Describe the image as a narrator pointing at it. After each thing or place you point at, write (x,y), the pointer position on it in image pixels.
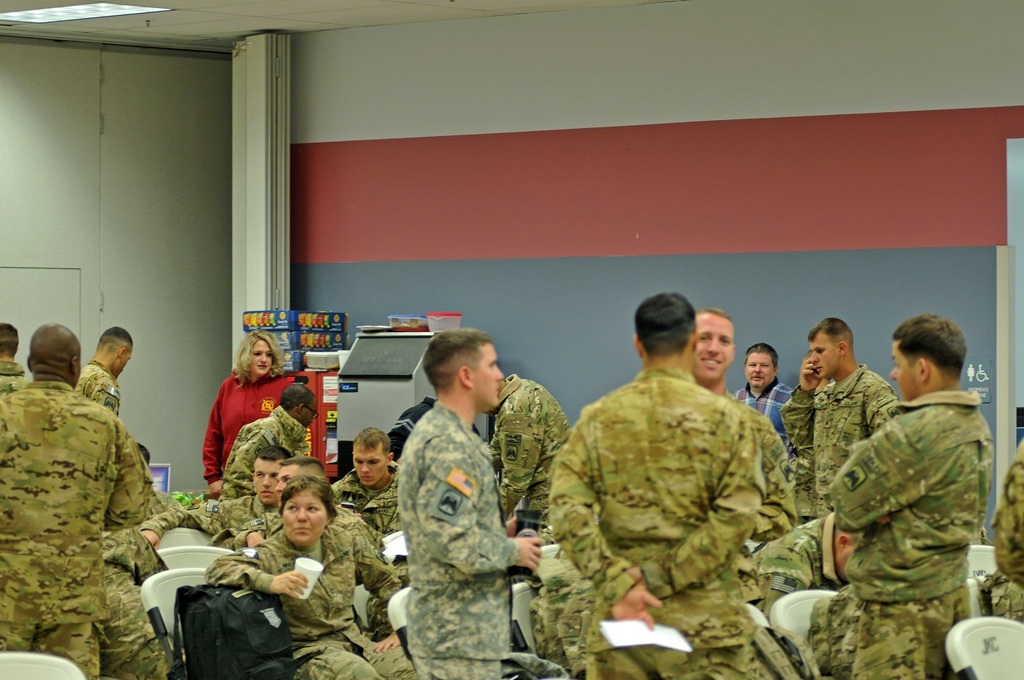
In this image there is a person (357,465) sitting and standing, few are holding papers (396,555) and one of them is holding a glass (318,564) in her hand (303,584) and beside her there is a bag (220,592). In a background (395,359) there are few objects (343,334) placed and beside that there is a wall (605,237). At the top of the image (227,17) there is a ceiling (155,19) with a light (138,7).
